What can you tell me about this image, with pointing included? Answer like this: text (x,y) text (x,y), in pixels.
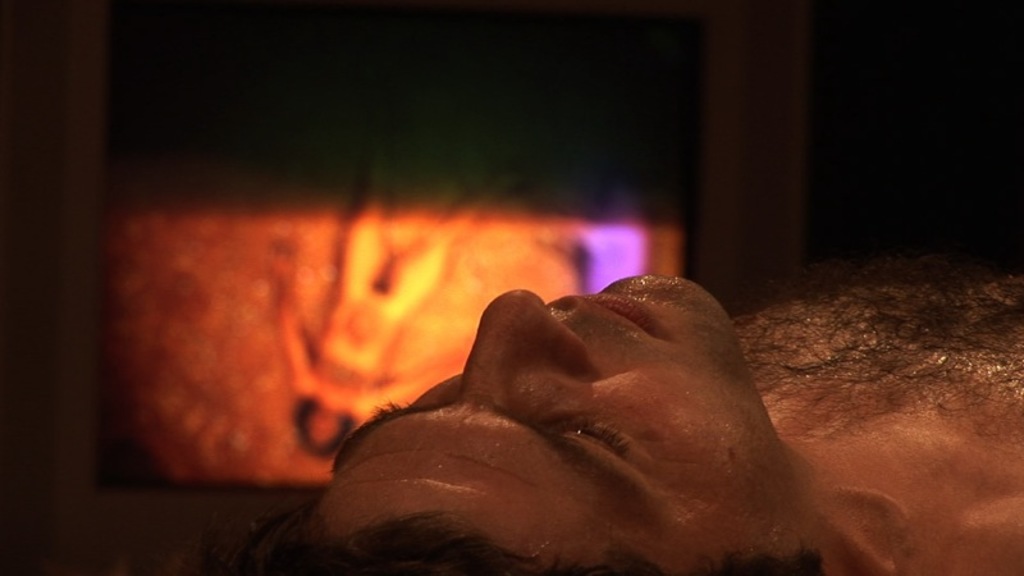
In this image, we can see a person (901,441) is lying. Background (706,212) it is a blur view. Here we can see screen (363,313).
